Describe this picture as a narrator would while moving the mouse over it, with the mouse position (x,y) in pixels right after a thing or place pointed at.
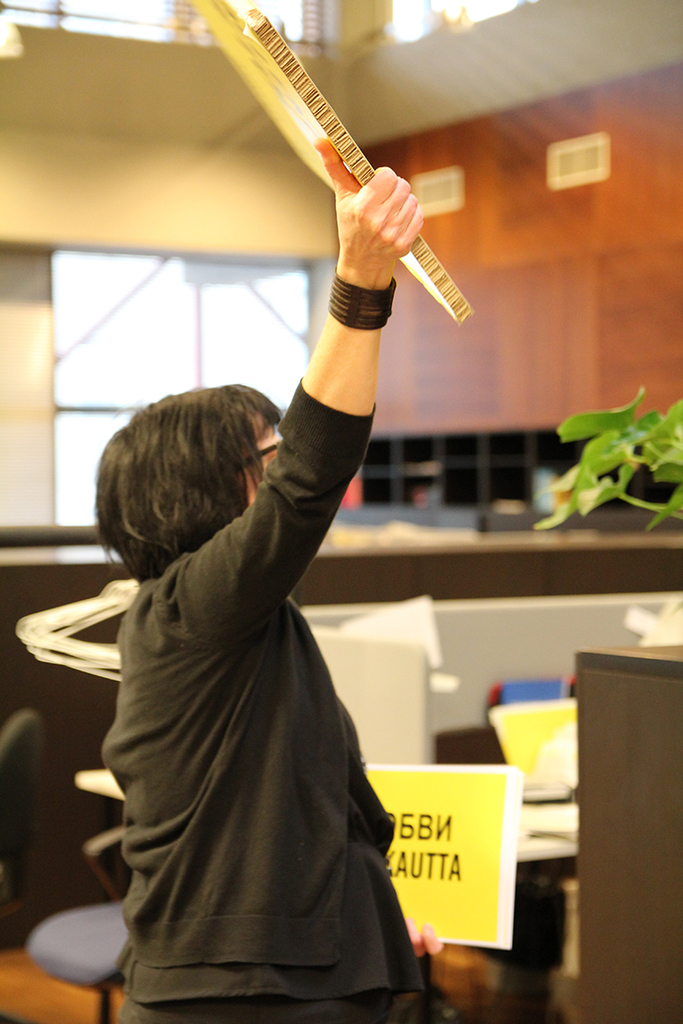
In this image I can see a woman (162,655) wearing a black color jacket (193,617) and holding a cardboard placard (441,292) and in the background (562,300) I can see the wall (465,257) and the window (190,313) and table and on the right side (625,453) I can see leaves (655,470).
